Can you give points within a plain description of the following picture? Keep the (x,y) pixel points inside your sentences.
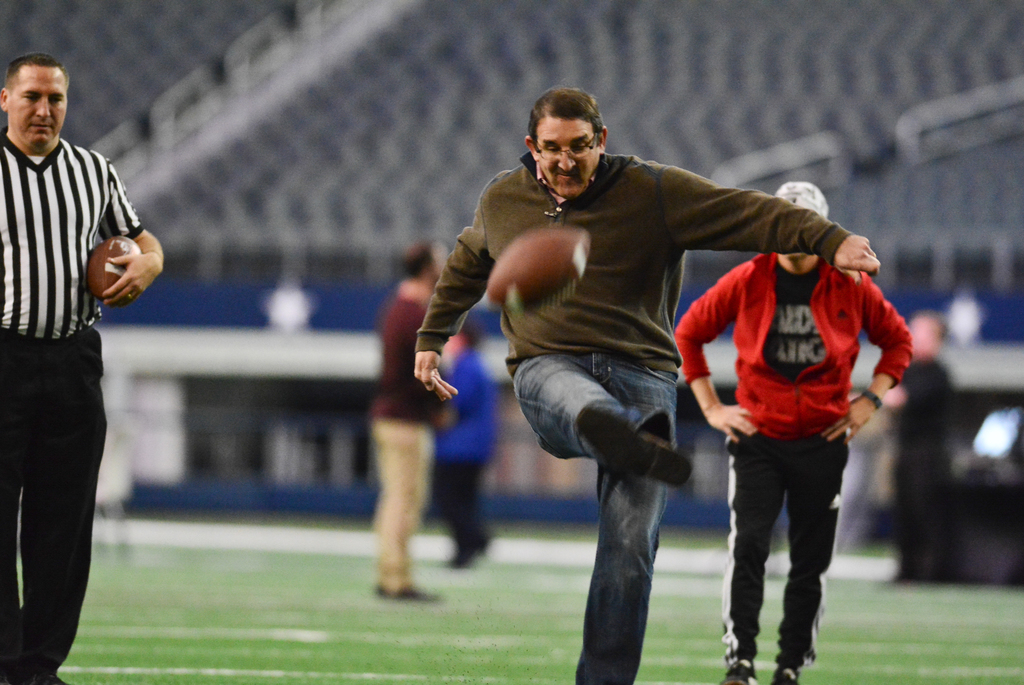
In the ground (335,657), there are few people (404,395) they are playing football game, in the front (614,294) a man (650,400) is hitting the football (548,290) with his leg (533,403) and the background (276,287) is blurry.
